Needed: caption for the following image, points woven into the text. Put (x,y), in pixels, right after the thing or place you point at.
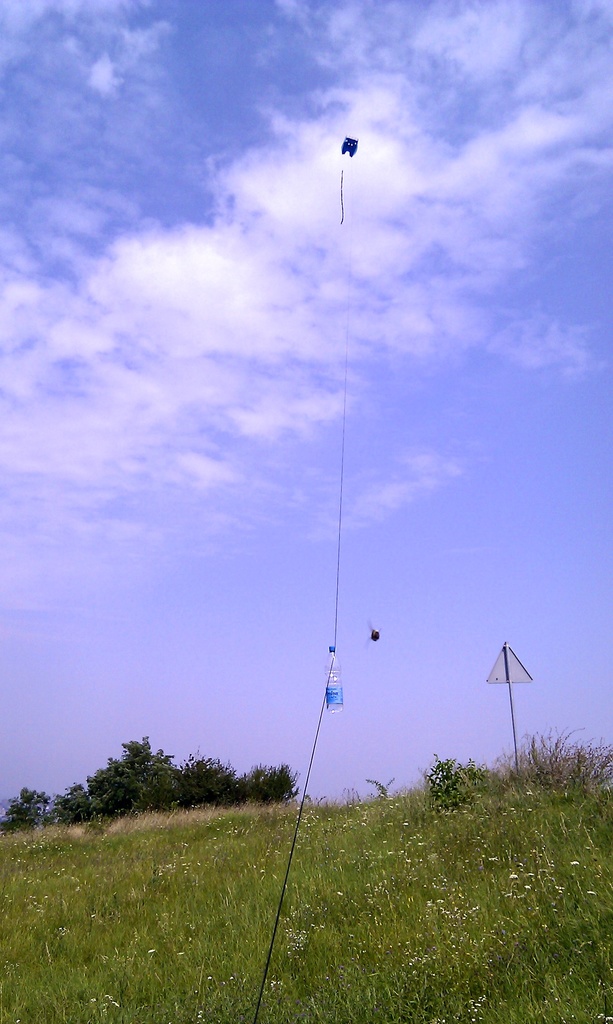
At the bottom of the image (343,887) there is grass (315,912). In the middle of the grass (510,786) there is a pole (511,693) with board (501,677). In the background (186,780) there are trees (215,782). There is a rope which is tied to the bottle (329,664) and that rope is attached to the kite (354,143). At the top of the image (357,160) there is a sky (346,76) with clouds (326,162).
